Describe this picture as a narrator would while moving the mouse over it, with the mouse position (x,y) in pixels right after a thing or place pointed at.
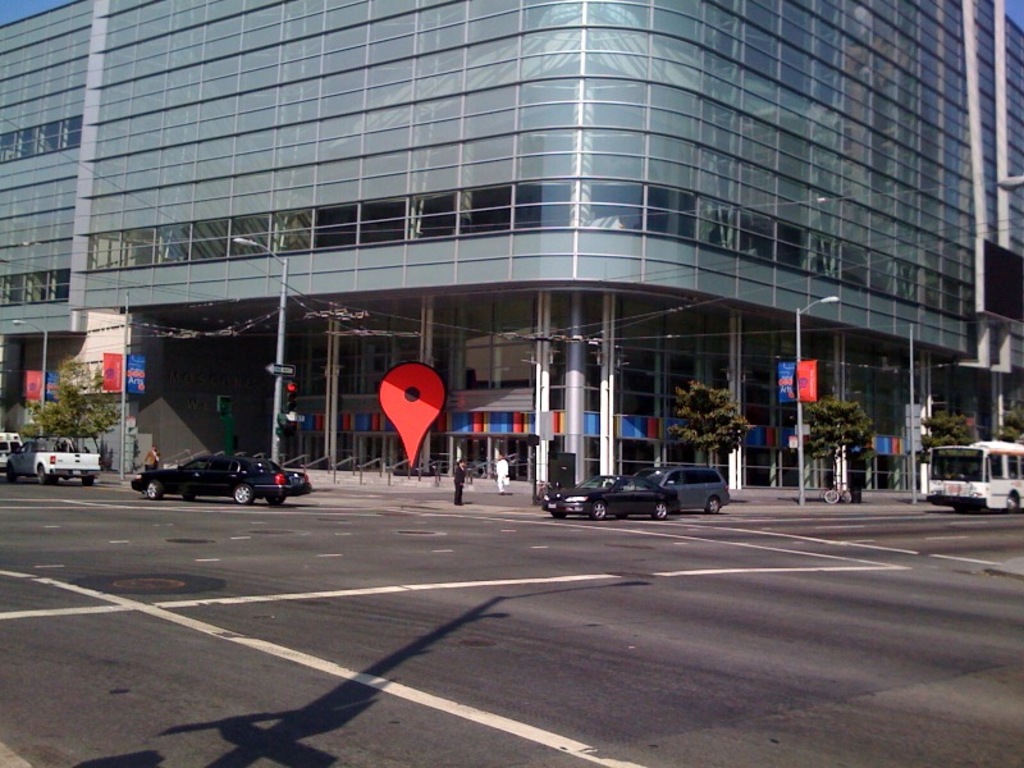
In the foreground of this image (444,652), there is a road (606,661) and few vehicles (614,511) moving on the road (933,544). In the background (866,407), there are poles (277,414), banners (135,371), trees (720,425) and a building (326,168).
